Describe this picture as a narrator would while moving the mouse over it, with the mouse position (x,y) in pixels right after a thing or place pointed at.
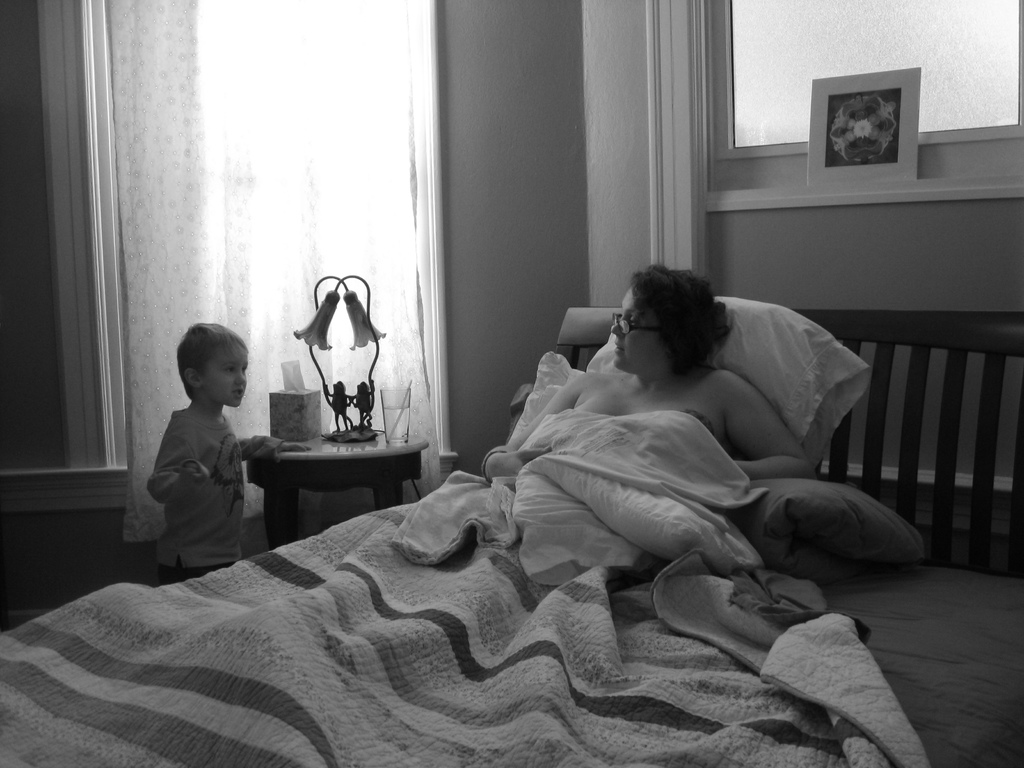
a person (663,387) is lying on the bed (582,602). left to her is a boy (211,411) standing. a stool (310,457) is present in the room (355,443) which has a lamp (325,390) and a glass (384,408) on it. behind the lamp (340,386) there are curtains (227,211).
